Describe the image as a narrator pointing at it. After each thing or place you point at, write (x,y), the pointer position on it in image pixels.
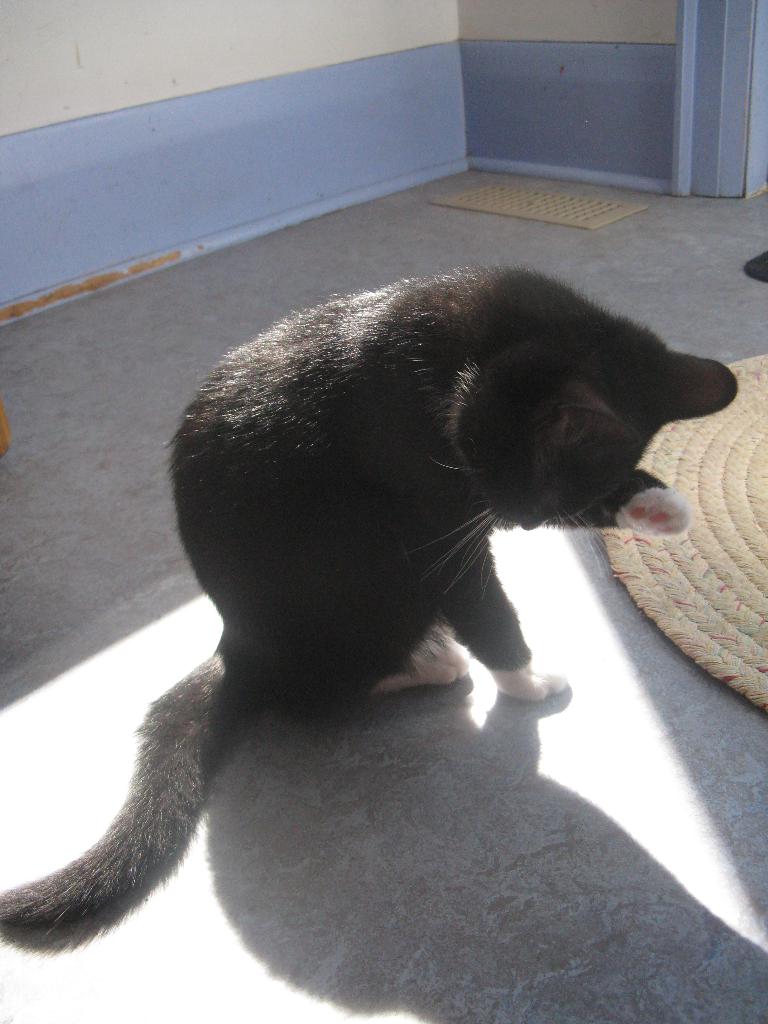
In this image we can see one black cat (558,494) with white legs (627,511), one mat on the floor (635,251) near the wall (653,126), one mat (757,490) near the cat (279,598), one object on the left side of the image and one black object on the right side of the image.
